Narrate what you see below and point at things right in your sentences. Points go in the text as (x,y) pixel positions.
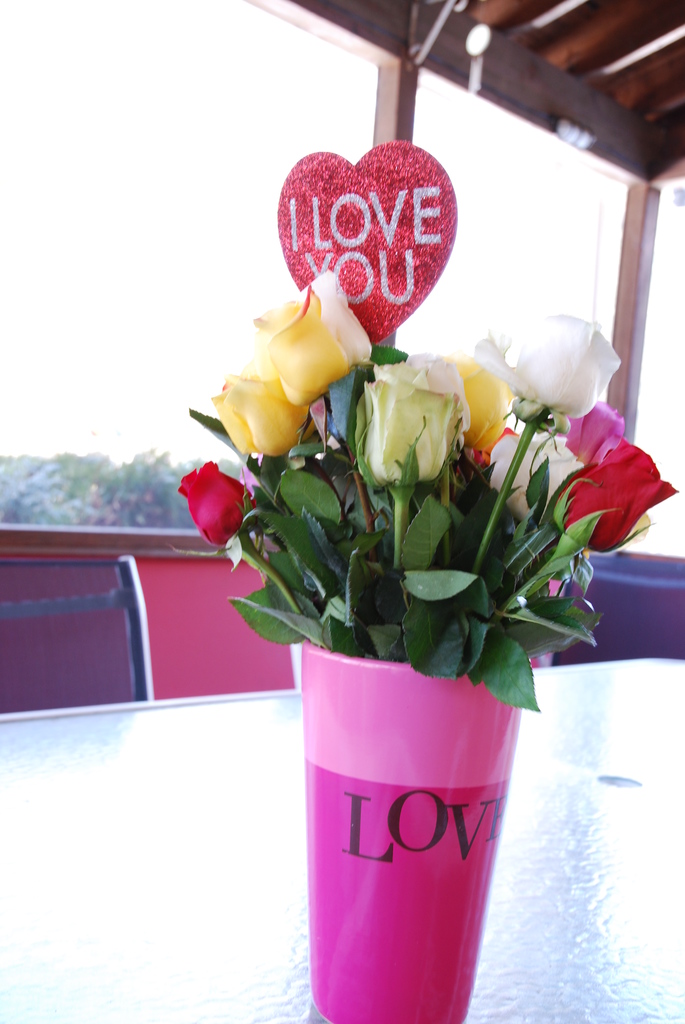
In this image we can see a table (38,962) on which there is a glass (397,723) with flowers (379,594) in it. At the top of the image (654,107) there is wooden ceiling (548,77). In the background of the image (473,152) there is sky (184,97), trees (60,475). There are chairs (121,569).
